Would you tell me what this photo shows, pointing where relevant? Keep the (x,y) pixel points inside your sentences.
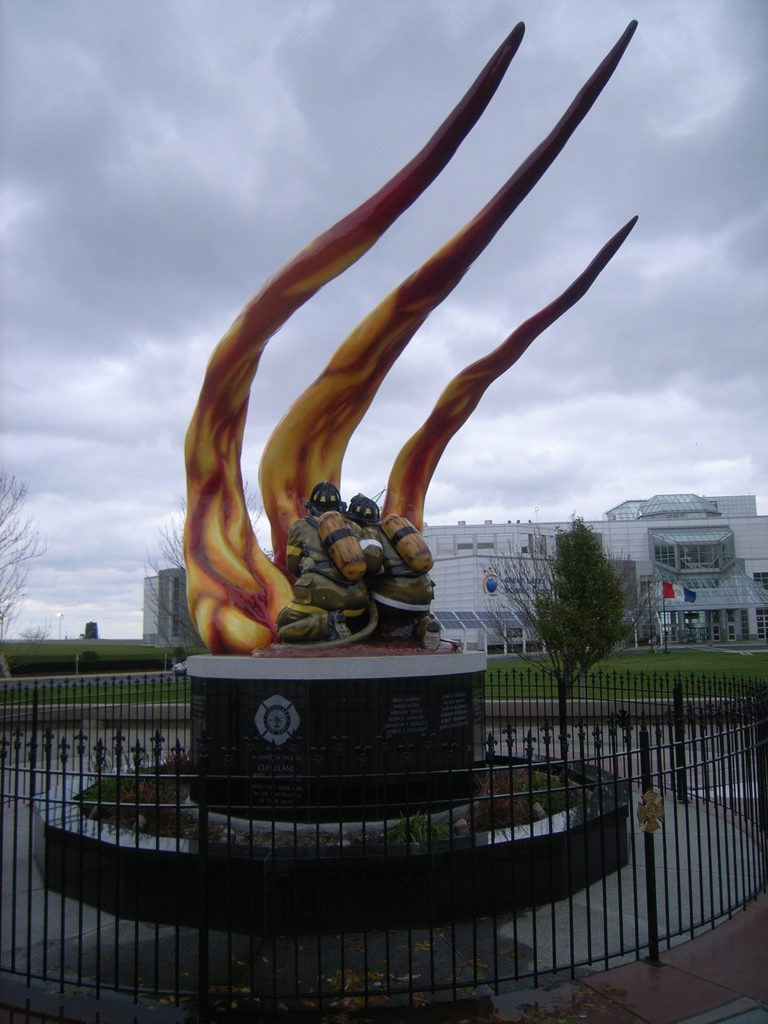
In this picture we can see a statue (297,611) and around the statue (253,632) there are iron grilles (277,829). Behind the statue (262,641), there are trees (591,642), a flag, grass (644,660), buildings (661,611) and the cloudy sky (620,331).
